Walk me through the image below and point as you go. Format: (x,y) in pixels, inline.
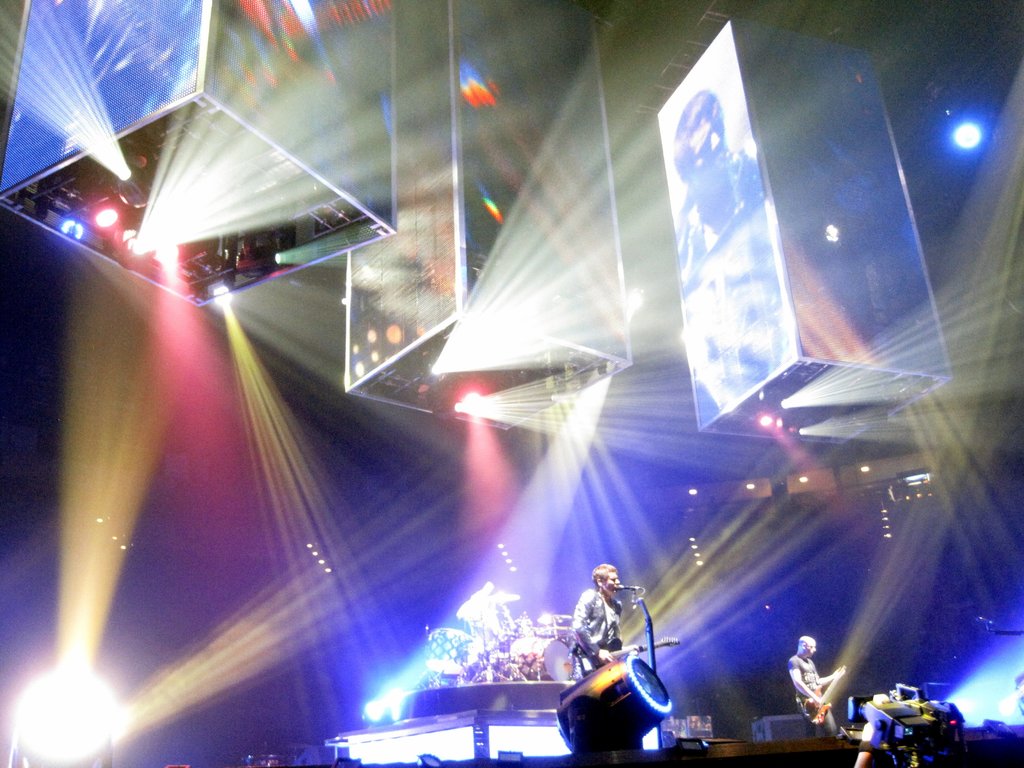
This picture consists of music concert, in the image I can see two persons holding guitars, in front of them there is a mike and at the top (355,188) there are lights (854,383) and boards (801,304).
